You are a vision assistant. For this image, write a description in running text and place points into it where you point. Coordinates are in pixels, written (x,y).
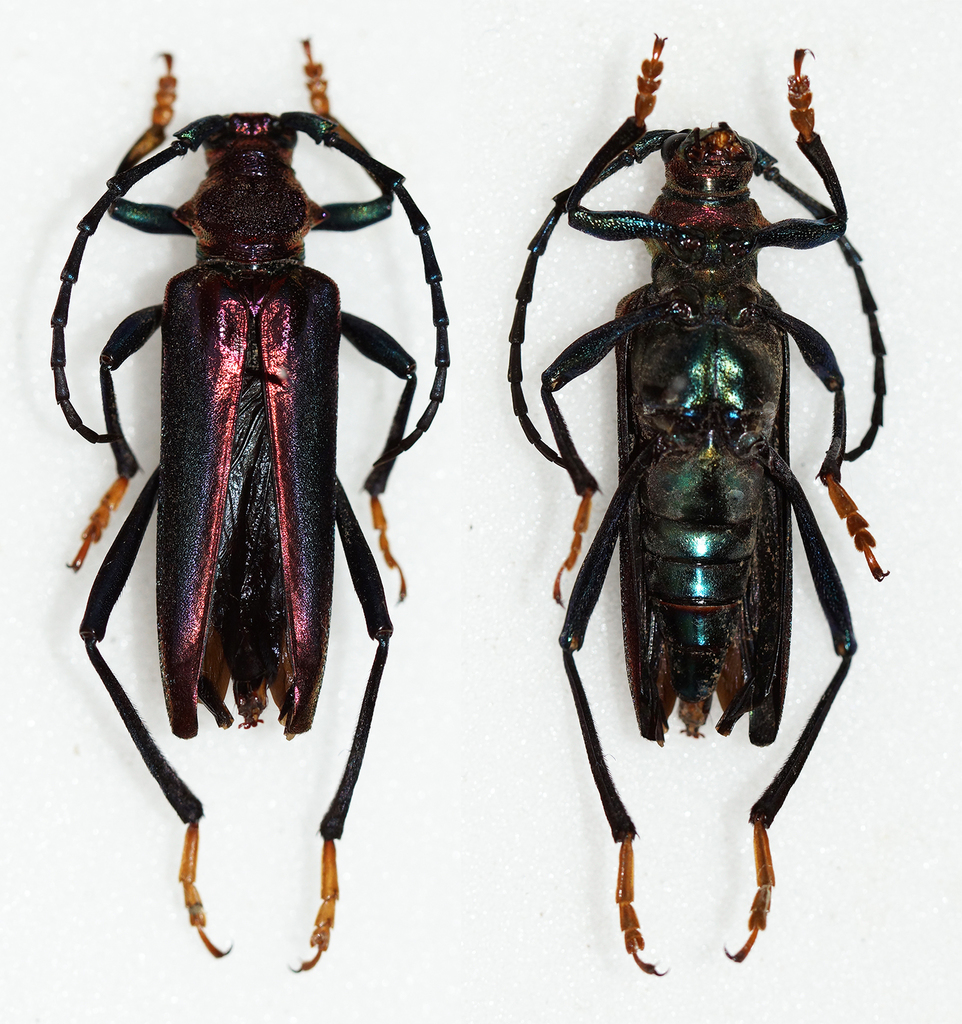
In this image we can see two insects (517,354) on the white color surface (467,452).
